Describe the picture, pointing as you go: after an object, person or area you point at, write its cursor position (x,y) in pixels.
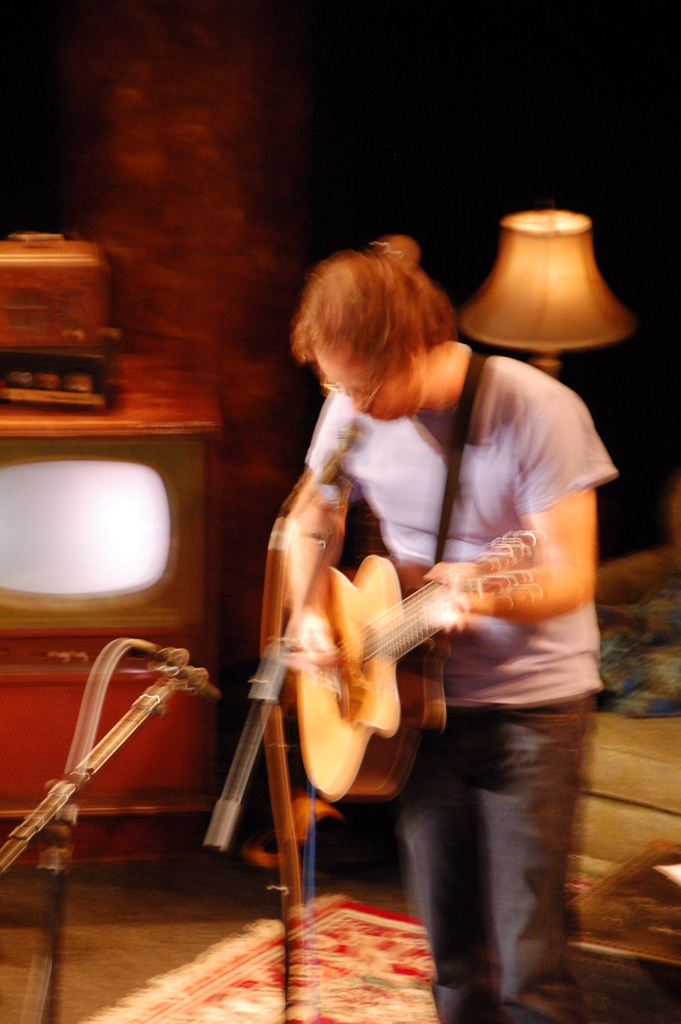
This image is clicked in a musical concert where a man (528,674) is standing and he is singing something, a mic (355,427) is in front of him. He is playing a guitar (338,580), he wore white shirt (473,559) and black pant (474,832). there is television (132,628) on the left side (176,615) and there is a lamp (543,354) on the right side (495,336), there is a table (657,940) in the right side (656,938) bottom corner. There is also a carpet (317,969) in the bottom (384,985).
